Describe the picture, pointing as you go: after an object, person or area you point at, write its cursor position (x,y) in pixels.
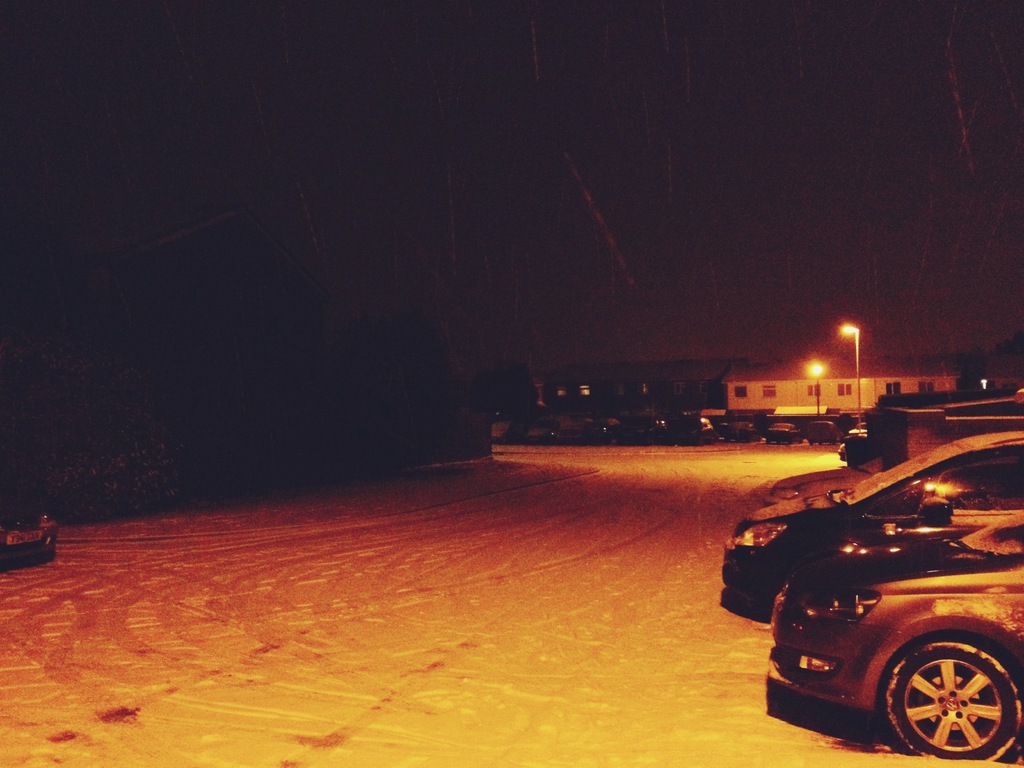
In the image there is a road (646,617) and on the right side (814,626) there are vehicles (904,483), in the background (770,372) there are two street lights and a house (758,368).
